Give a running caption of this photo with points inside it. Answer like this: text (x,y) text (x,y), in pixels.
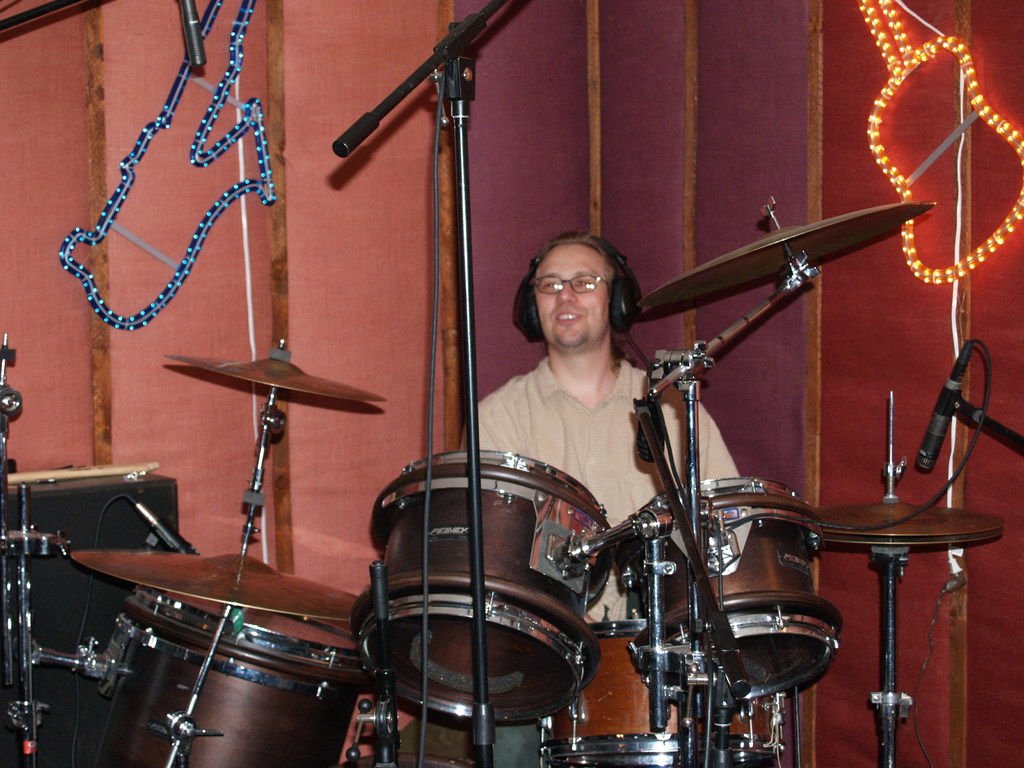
In this image I can see a person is playing musical instruments (310,602). In the background (821,692) I can see lights (82,230) and curtains (252,221). This image is taken on the stage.
